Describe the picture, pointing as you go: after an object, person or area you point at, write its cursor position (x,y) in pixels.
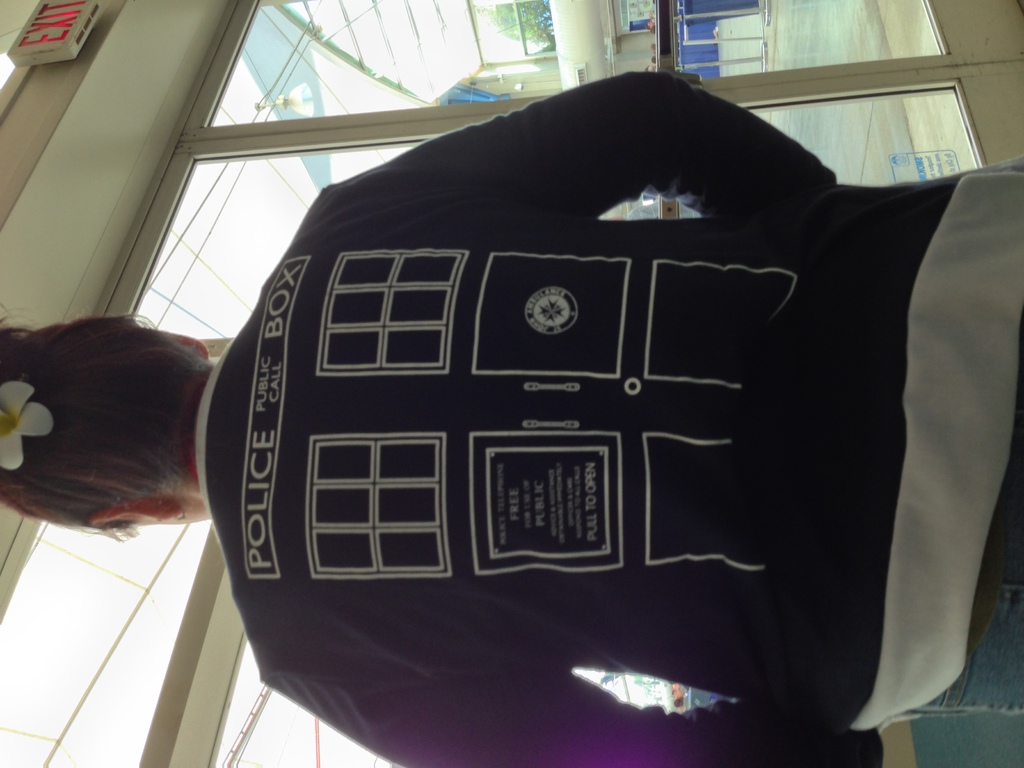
In the image we can see a person (661,465) standing, wearing clothes (591,537) and the person (509,492) is facing back. Here we can see the glass window (512,55) and out of the window (488,39) we can see the tree (501,21), floor (818,129) and the building (582,13).
